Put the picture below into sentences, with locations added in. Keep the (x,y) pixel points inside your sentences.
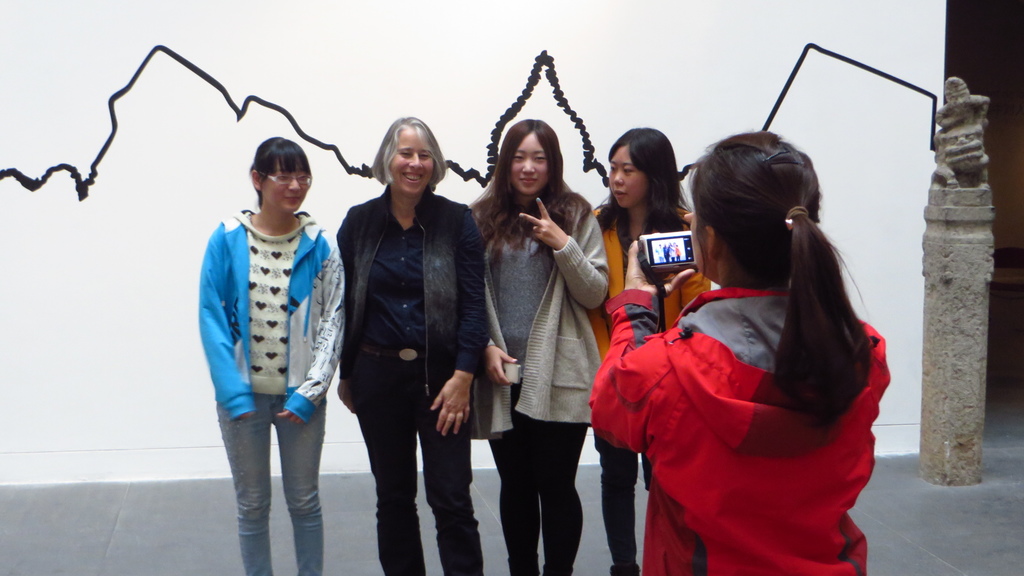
There are people (497,384) standing and she is holding a camera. In the background (757,111) we can see black line (830,54) on the wall (234,113) and statue (956,93).
